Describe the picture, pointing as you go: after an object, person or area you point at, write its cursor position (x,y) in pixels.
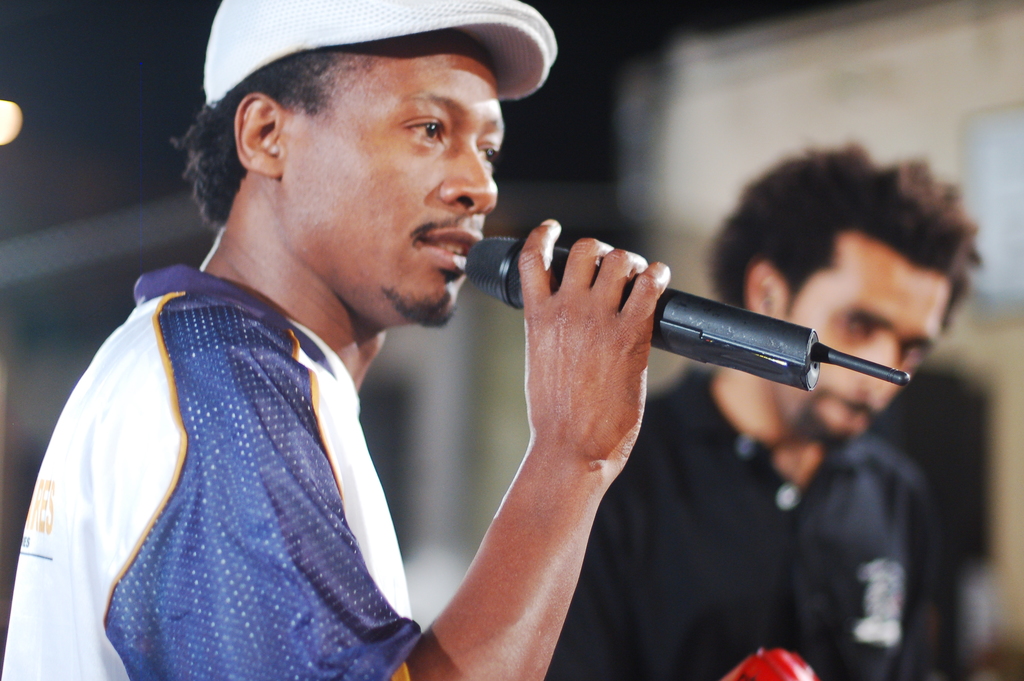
In this picture we can see two men (879,519) where one is holding mic (792,341) in his hand (647,322) and talking and other is looking at this person (361,318) and in background (648,70) it is blurry.
